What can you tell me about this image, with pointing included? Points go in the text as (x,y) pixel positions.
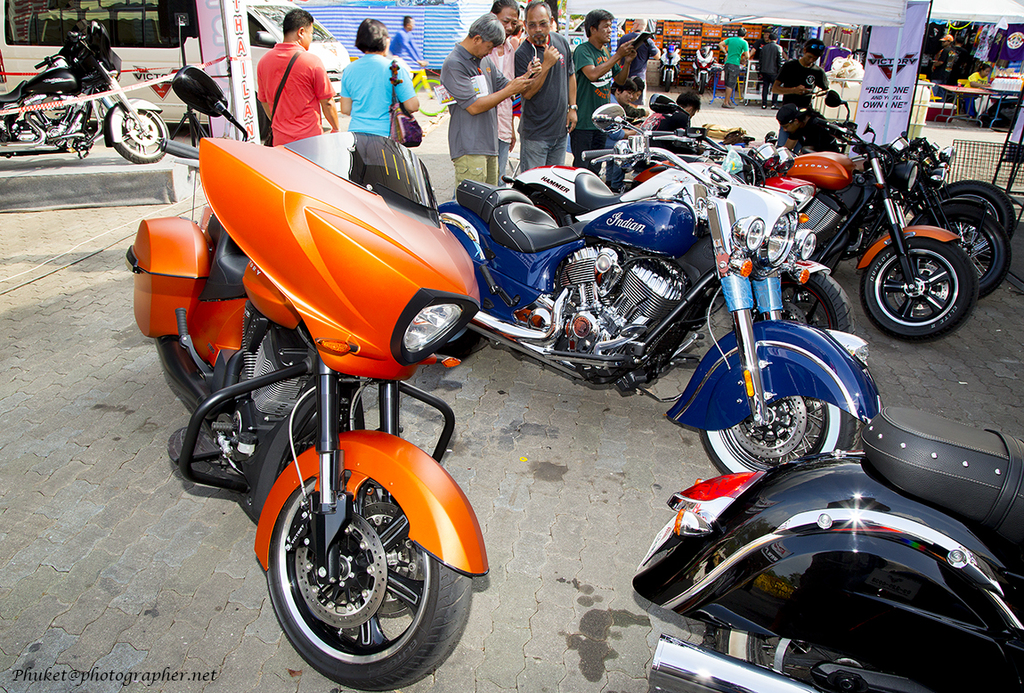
In this image we can see many vehicles (700,290). There are many people (599,87) and few people (598,69) holding some objects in their hands (553,51) in the image. There are few stores (943,30) in the image. A person (419,61) is riding a bicycle (429,94) at the top of the image (426,89). There are many objects (943,103) at the right side of the image (976,67). There are few advertising boards (1022,111) in the image.
